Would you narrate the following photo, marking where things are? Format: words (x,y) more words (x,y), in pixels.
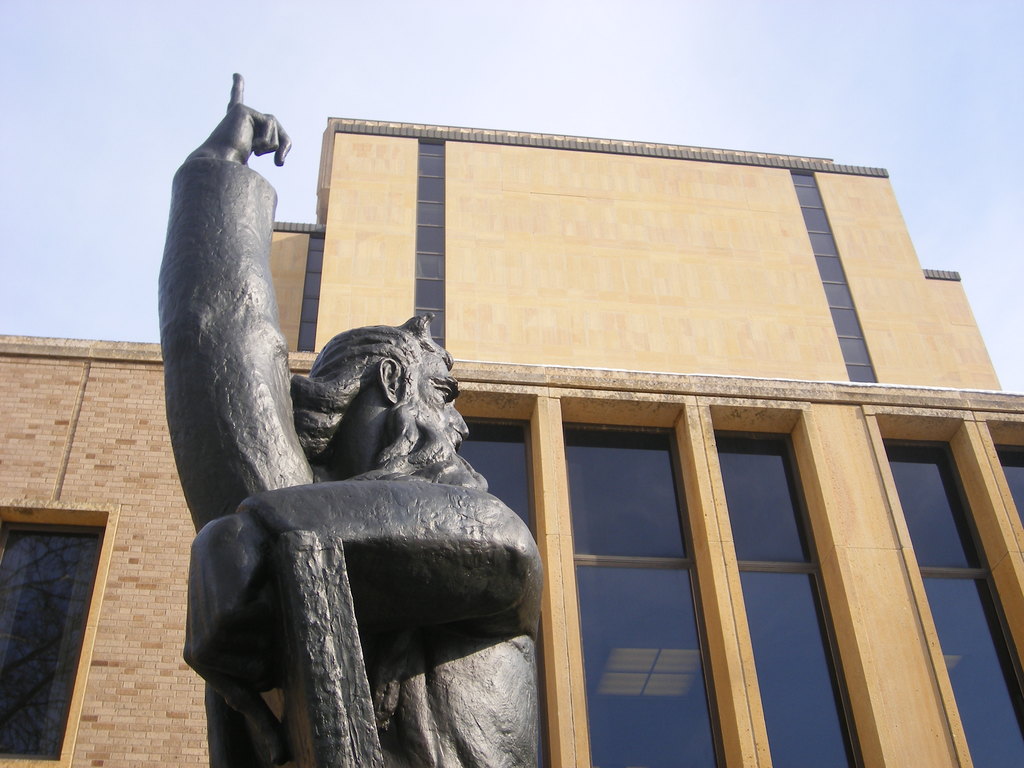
In the foreground of the picture (257,412) there is statue (383,434). In the center of the picture (601,322) there is a building (544,531) with glass windows (593,522) and brick wall (115,432). Sky (111,176) is cloudy.
